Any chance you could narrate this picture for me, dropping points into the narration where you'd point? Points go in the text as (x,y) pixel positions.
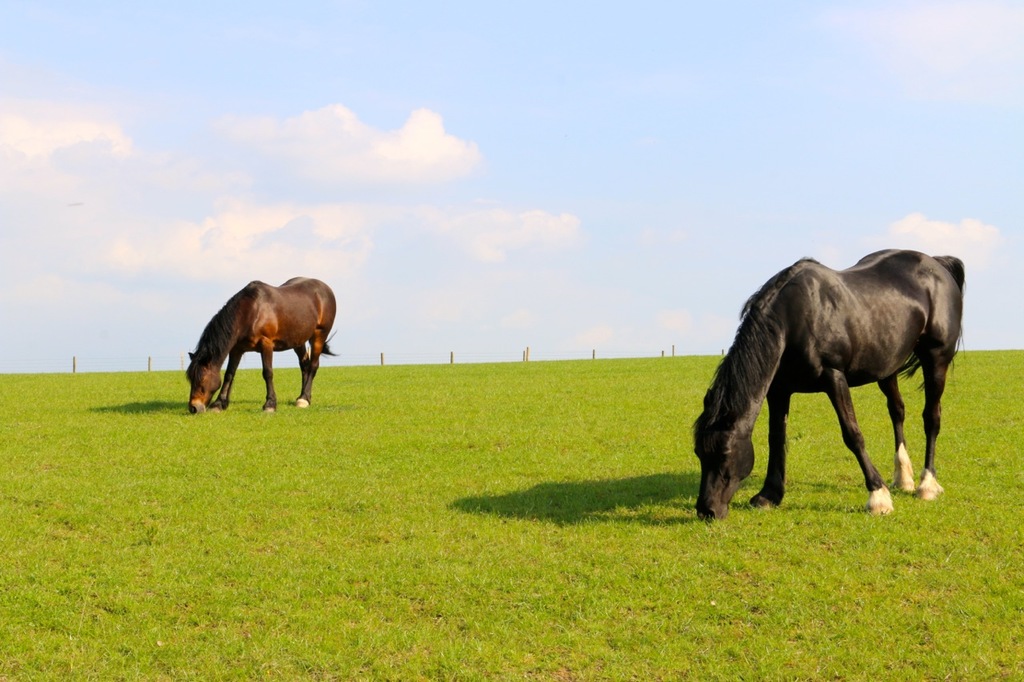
In this image there are two horses (271,346) standing on the ground (624,501). They are eating grass (211,442). There is grass (396,533) on the ground (462,511). Behind them there are rods (526,353) on the ground (552,379). At the top (389,92) there is the sky (287,99).
